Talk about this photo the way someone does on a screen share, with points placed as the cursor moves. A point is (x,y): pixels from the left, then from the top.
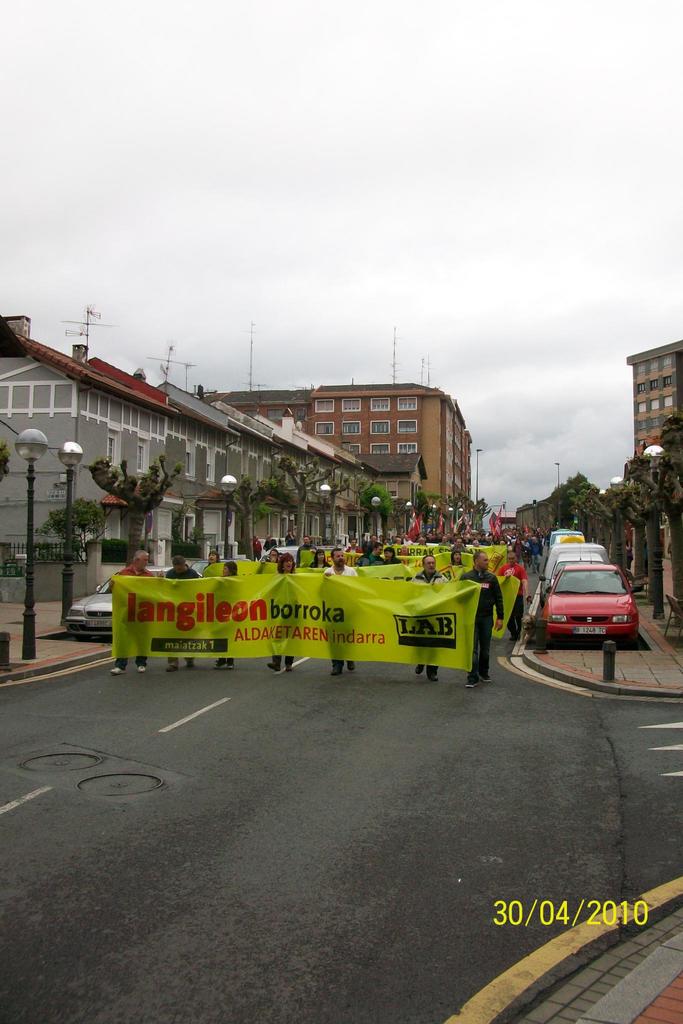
This is the picture of a city (272,876). In this picture there are group of people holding the banners (334,658) and walking on the road (324,680) and there is a text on the banners (317,655). There are vehicles (587,608) on the road (59,707) and there are poles (478,454) and trees (52,527) on the footpaths (662,651). At the back (361,460) there are buildings (15,489). At the top (187,94) there is sky (187,94) and there are clouds (333,170). At the bottom (496,901) there is a road (521,708).
